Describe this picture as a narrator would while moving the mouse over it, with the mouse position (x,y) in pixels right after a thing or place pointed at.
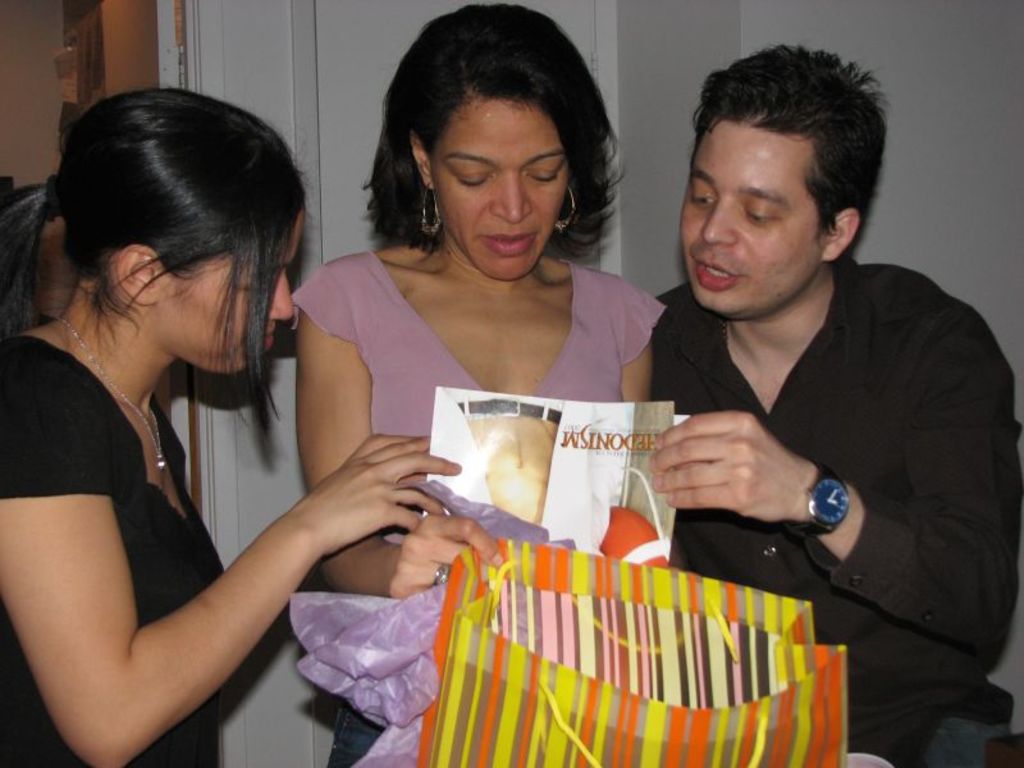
In this picture there are people (766,230) in the center of the image (535,417), holding a paper (587,522) in their hands (419,527) and there is a paper bag (630,653) at the bottom side of the image (568,678), it seems to be a door (173,19) in the top left side of the image (179,4).
